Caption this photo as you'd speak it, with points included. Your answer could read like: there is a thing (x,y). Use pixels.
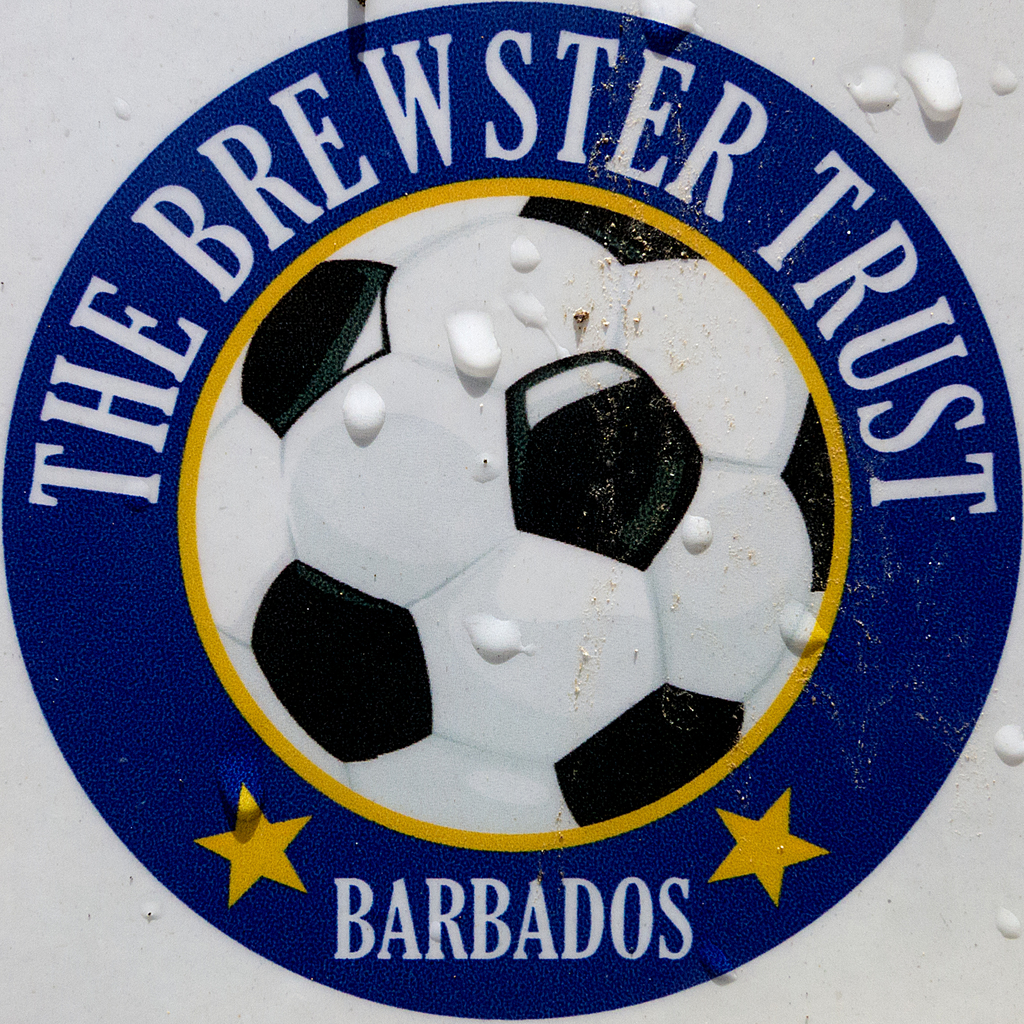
In this image I see the logo (546,488) of a football (423,505) and I see words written and I see 2 stars (802,856).
